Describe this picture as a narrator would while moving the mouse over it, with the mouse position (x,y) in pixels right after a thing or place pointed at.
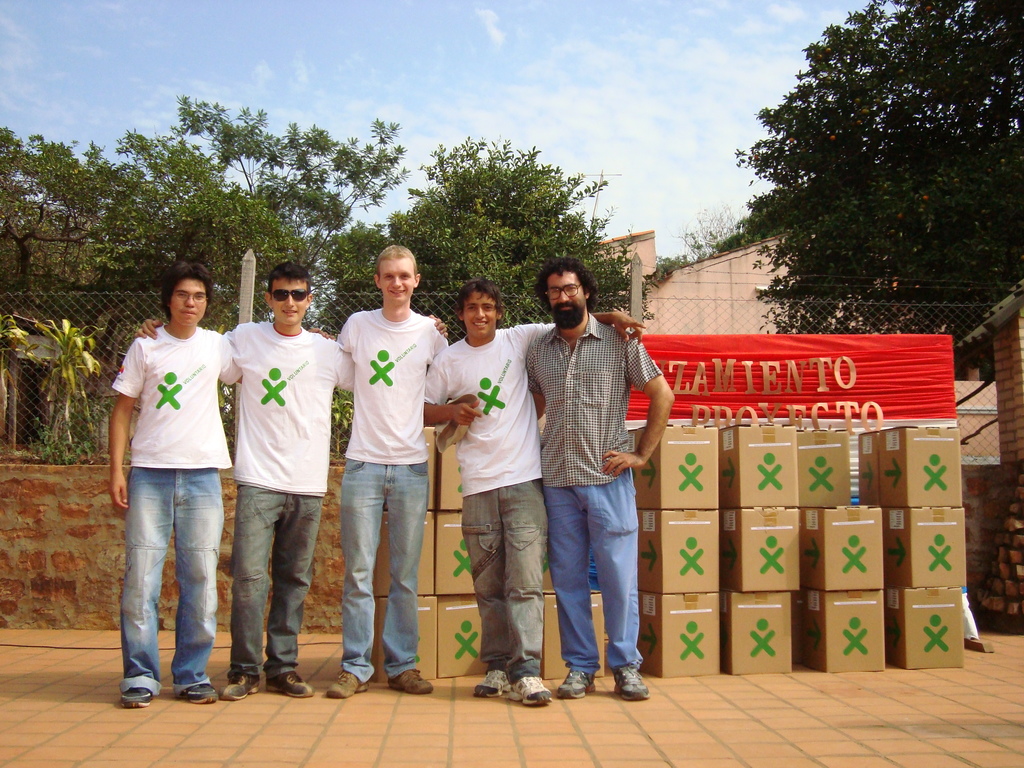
In the picture we can see five men (515,637) are standing on the path (231,712), four are in white T-shirt (353,446) and one man (583,603) is in shirt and beard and behind them we can see some boxes (670,651) with red color banner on the top of it and behind it we can see a wall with fencing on it and behind it we can see some plants (624,284), trees (540,231), and a part of the house (688,306) and behind it we can see the sky (517,94) with clouds (572,116).
